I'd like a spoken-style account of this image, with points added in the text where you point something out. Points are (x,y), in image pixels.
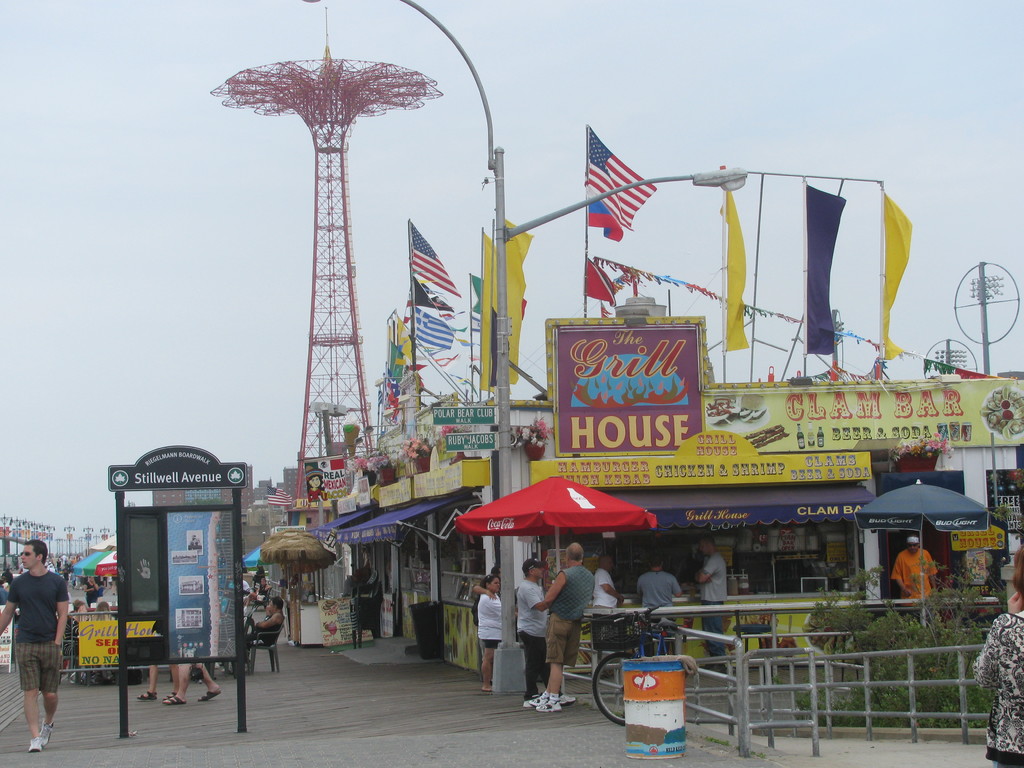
In this picture I can see number of stores (463,556) and I see number of boards (218,474) on which there is something written and I see number of people (710,622). In the middle of this picture (399,341) I see number of flags (605,171) which are colorful and I see a pole (499,275) on which there is a light bulb (730,185). On the right side of this picture (925,667) I see few plants (909,635). In the background (241,377) I see the sky (213,206) and I see a tower (308,73).
